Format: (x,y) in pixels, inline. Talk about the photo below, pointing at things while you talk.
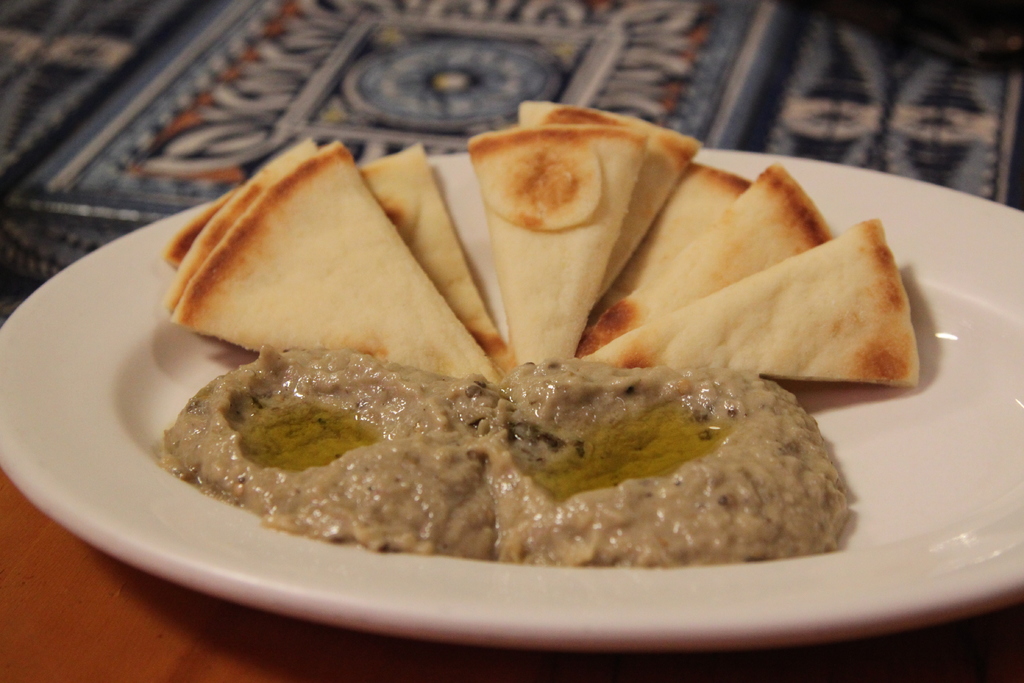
In this picture I can observe some food (462,316) placed in the plate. The plate (165,328) is in white color.
